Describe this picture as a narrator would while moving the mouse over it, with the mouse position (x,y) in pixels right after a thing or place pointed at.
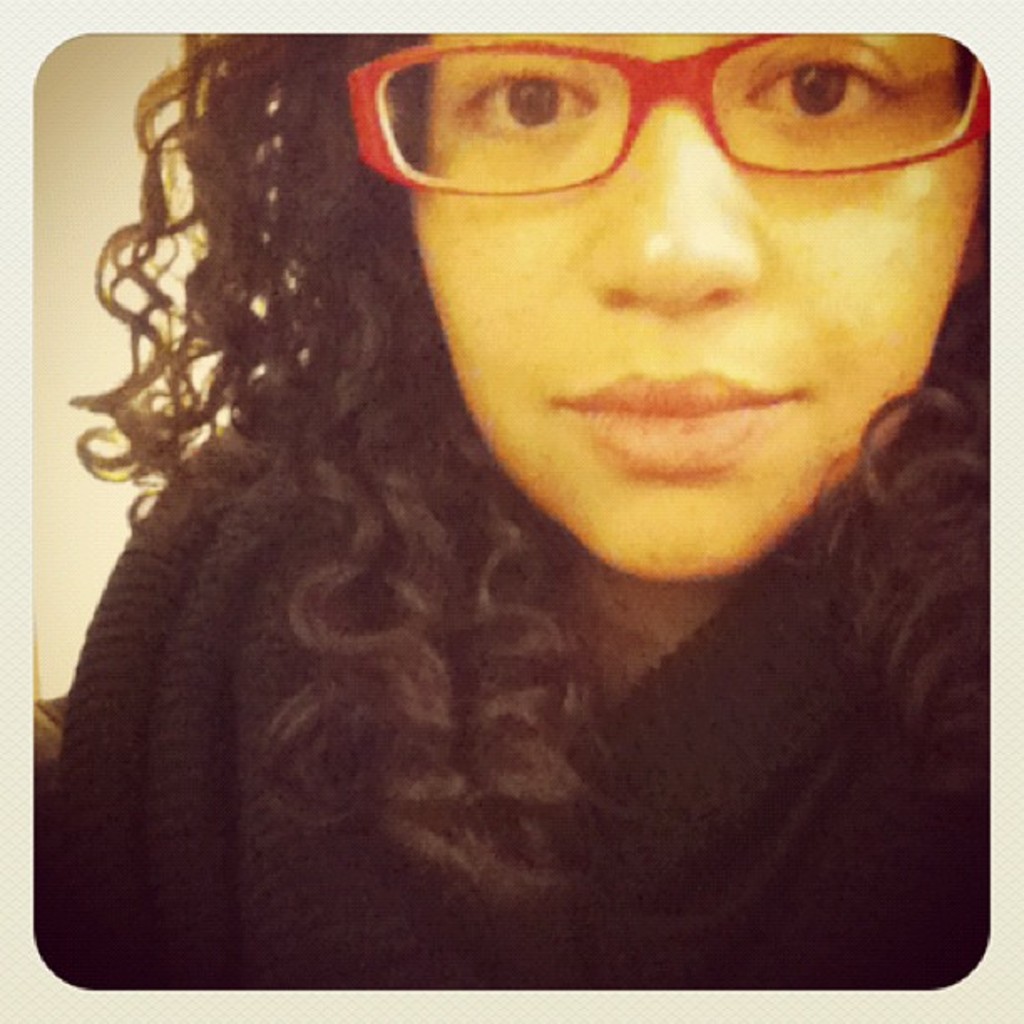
In this image, we can see a woman (544,314) wearing specs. We can see the wall (67,248).
